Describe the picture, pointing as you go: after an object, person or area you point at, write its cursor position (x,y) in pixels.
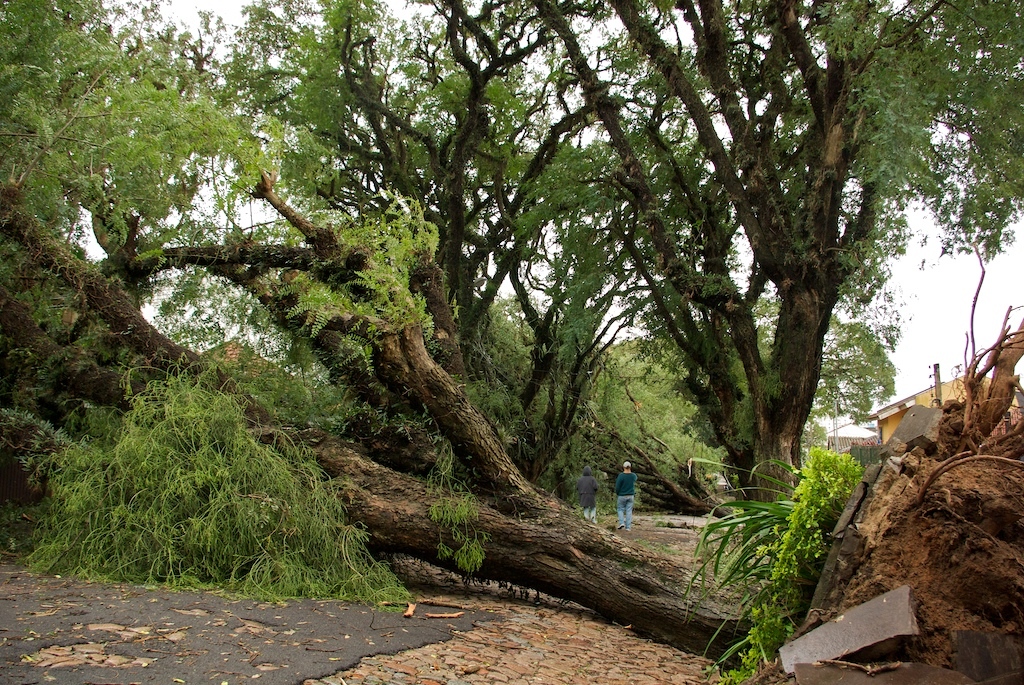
In this picture we can see there are two people (594,505) on the path (648,538) and in front of the people (618,492) there are trees (628,221), houses (880,415) and a sky (900,300).
